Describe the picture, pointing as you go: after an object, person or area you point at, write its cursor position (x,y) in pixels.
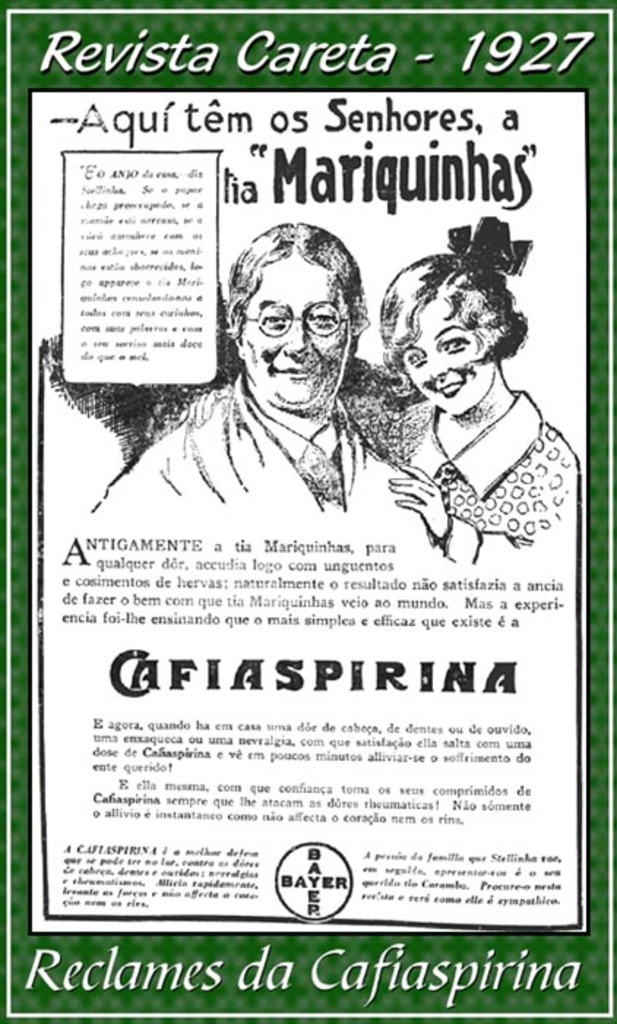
In the picture we can see an article (464,641) with some information and some persons drawing (512,344) on it and it is with green borders (9,863).
